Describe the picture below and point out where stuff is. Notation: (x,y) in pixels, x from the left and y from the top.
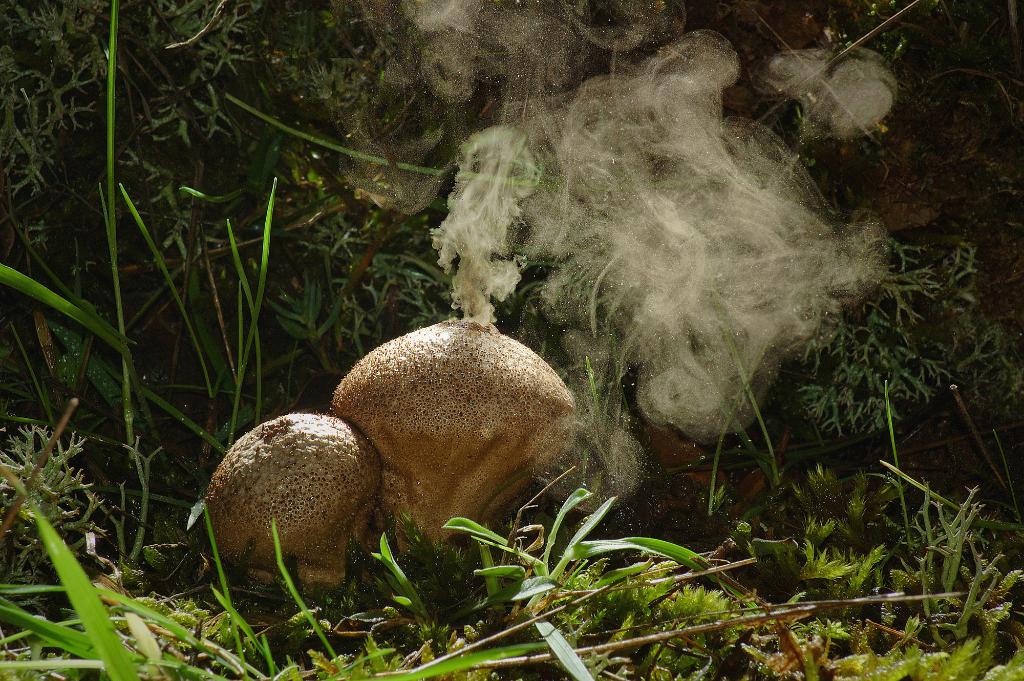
In this image I can see some grass (533,628) on the ground (452,658) and I can see two brown colored objects (303,471) on the ground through which I can see smoke (483,315) is coming out. In the background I can see few plants (334,227) which are green in color.
